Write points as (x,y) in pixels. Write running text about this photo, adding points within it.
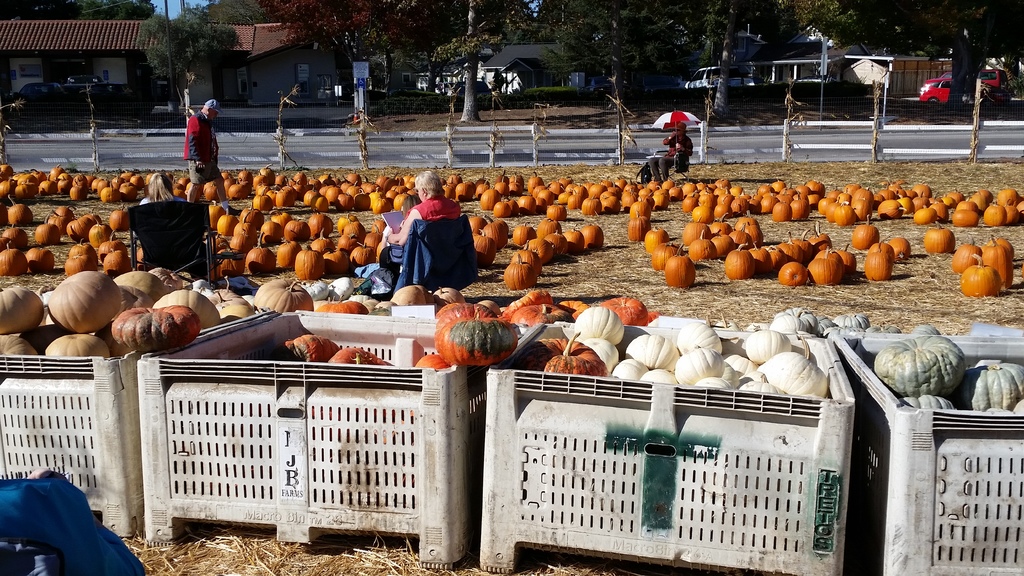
This image consists of many pumpkins (75,299). On the right (951,383), the pumpkins (1000,386) are in white and gray color. At the bottom (403,546), there is dry grass (349,552) on the ground (305,543). In the background (649,95), there are houses (283,51) and many trees (961,61) along with the cars (690,86). In the front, we can see some persons (206,156) in this image.
